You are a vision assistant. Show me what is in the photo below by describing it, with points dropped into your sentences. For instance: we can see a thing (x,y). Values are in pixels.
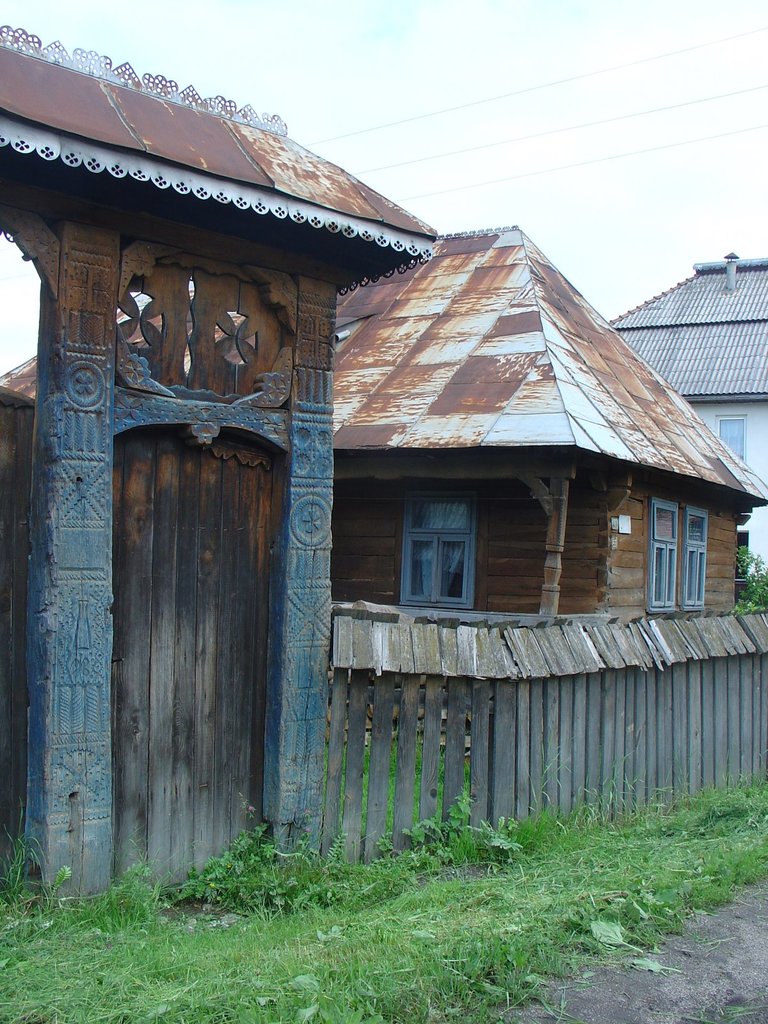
In this image there are houses (529,416), fencing (455,712) and an arch (294,298), in front of the fencing (525,789) there is grassland (424,955).
